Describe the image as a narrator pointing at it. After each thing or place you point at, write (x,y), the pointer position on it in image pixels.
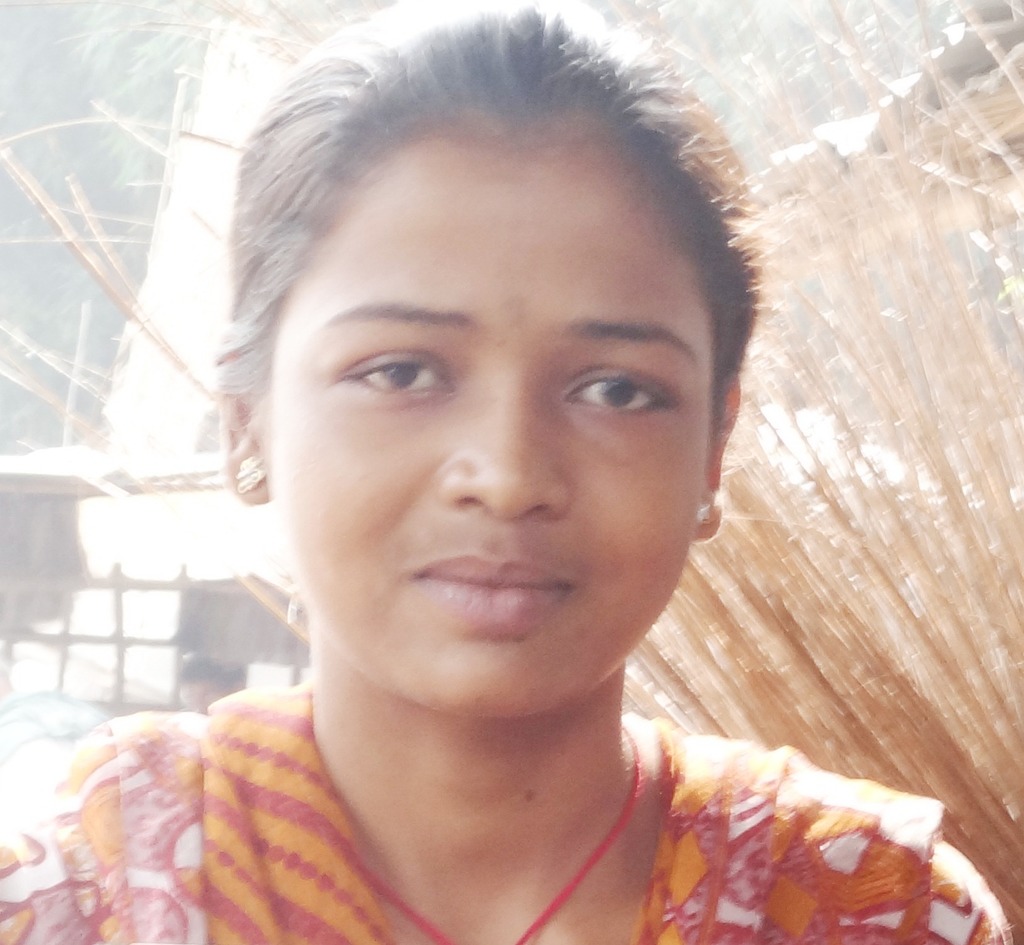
In this image in the foreground (436,575) there is one girl (535,348) who is standing, in the background (861,342) there are some wooden boards (66,580) and wooden sticks (913,160) and trees (134,103).
